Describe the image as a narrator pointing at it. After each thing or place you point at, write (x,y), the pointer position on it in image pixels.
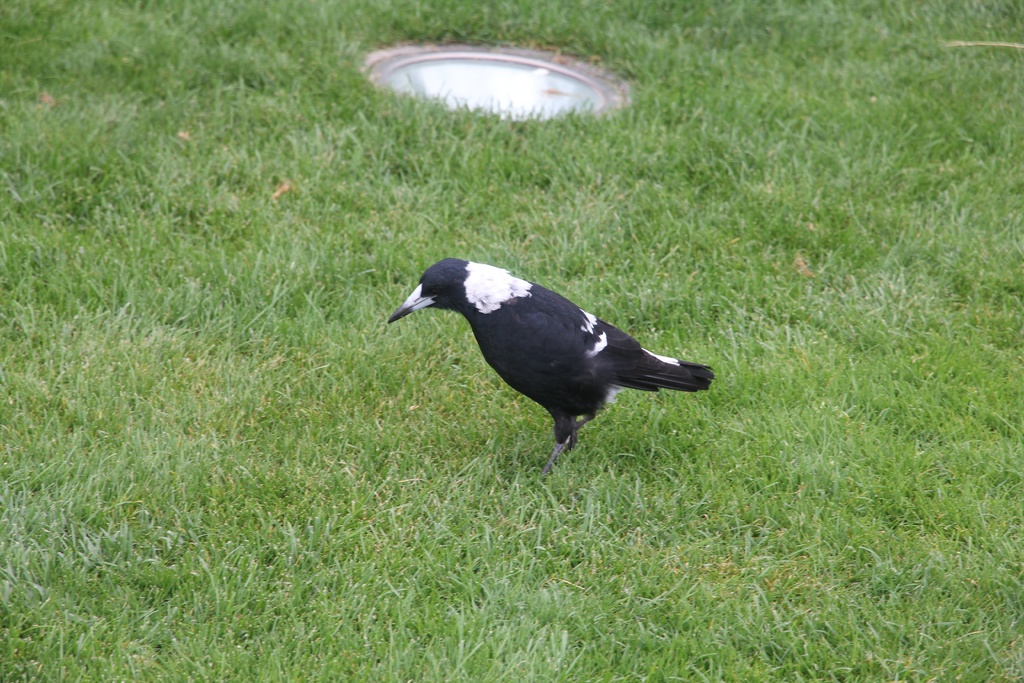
In this image I see a bird (644,364), which is of black and white in color and it is on the grass (923,151).
